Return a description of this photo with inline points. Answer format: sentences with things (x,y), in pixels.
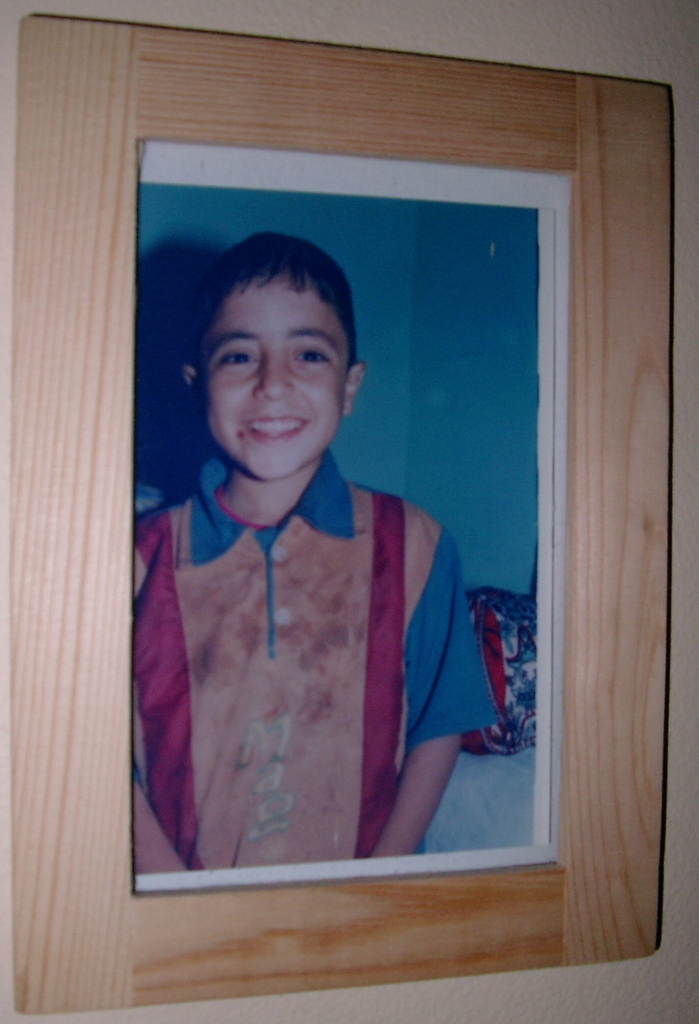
This image consists of a photo frame (103,518) in which there is a boy (272,659) wearing T-shirt (335,732). In the background (453,1003), there is a wall (543,1000).
